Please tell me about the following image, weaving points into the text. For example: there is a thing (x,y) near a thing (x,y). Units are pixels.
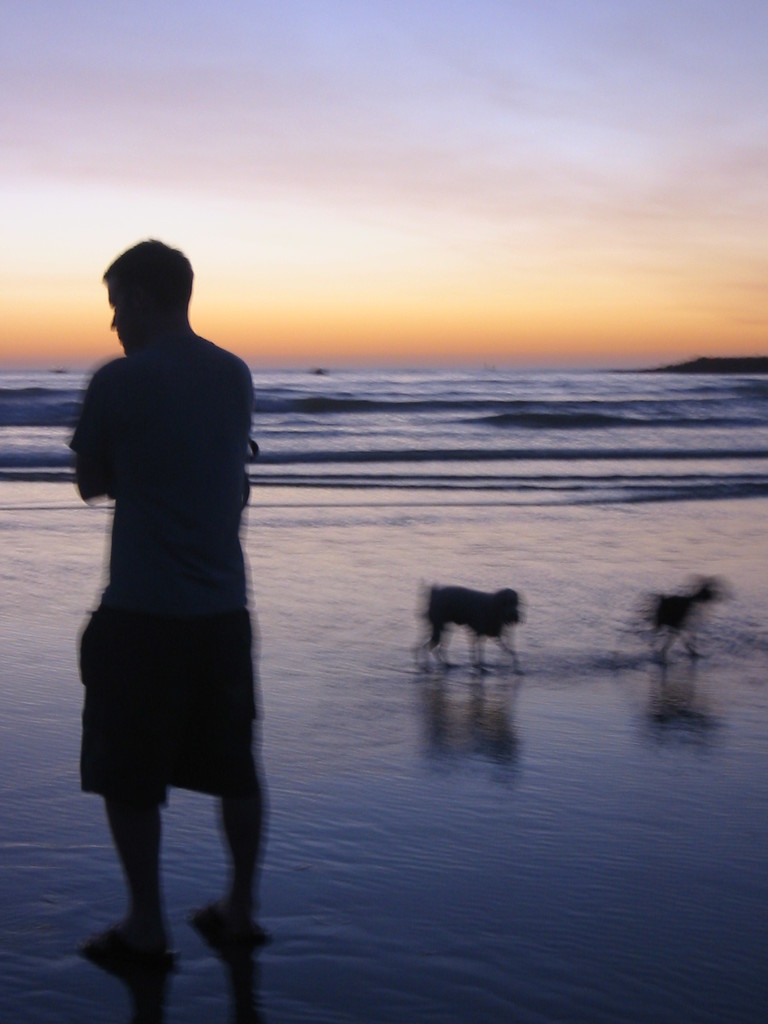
In this picture we can see a person (206,764) and animals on the ground (638,785) and in the background (532,423) we can see water (546,419), sky (741,105).
